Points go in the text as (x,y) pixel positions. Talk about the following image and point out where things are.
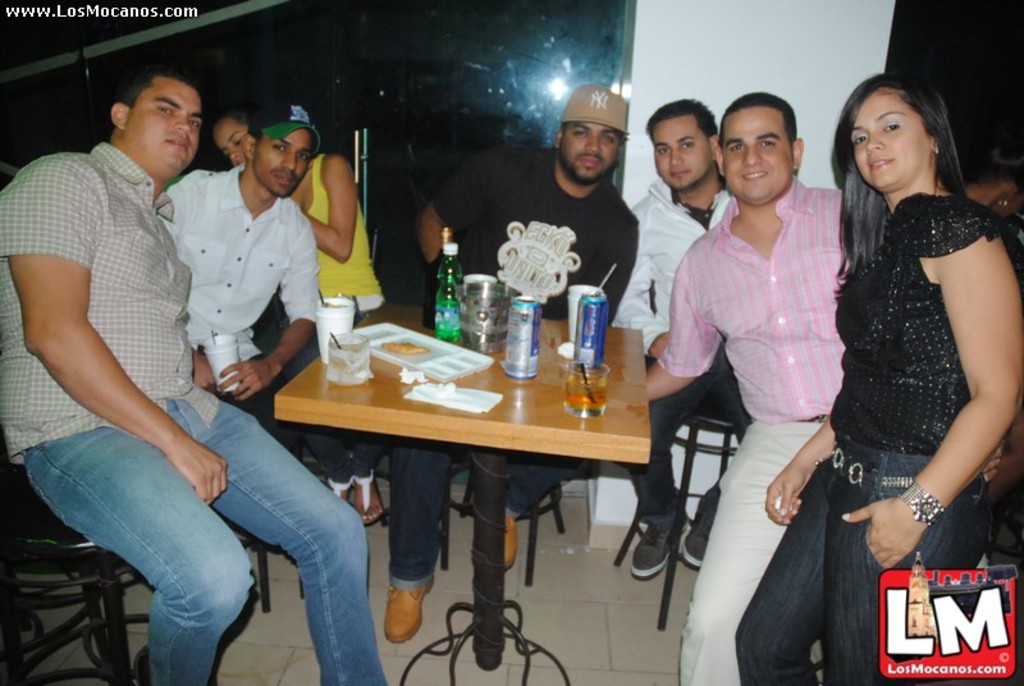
In this picture we can see a group of people (906,279) sitting on chairs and in front of them on table (372,360) we have bottles (453,253), tins (582,326), glass (581,390) with drink (574,378) in it, trays (429,339) and in background (711,52) we can see pillar (659,48), wall (381,69).
